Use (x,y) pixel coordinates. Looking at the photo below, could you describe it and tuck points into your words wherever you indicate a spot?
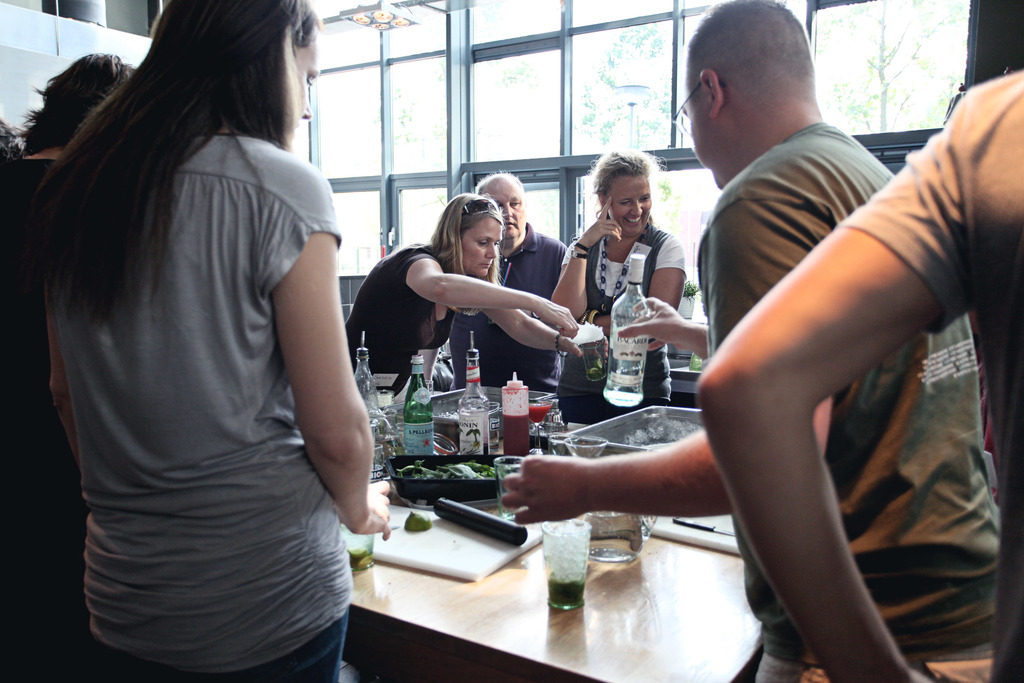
There are group of people (649,287) standing around the table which has eatables (409,473) and some drinks (484,439) on it.
